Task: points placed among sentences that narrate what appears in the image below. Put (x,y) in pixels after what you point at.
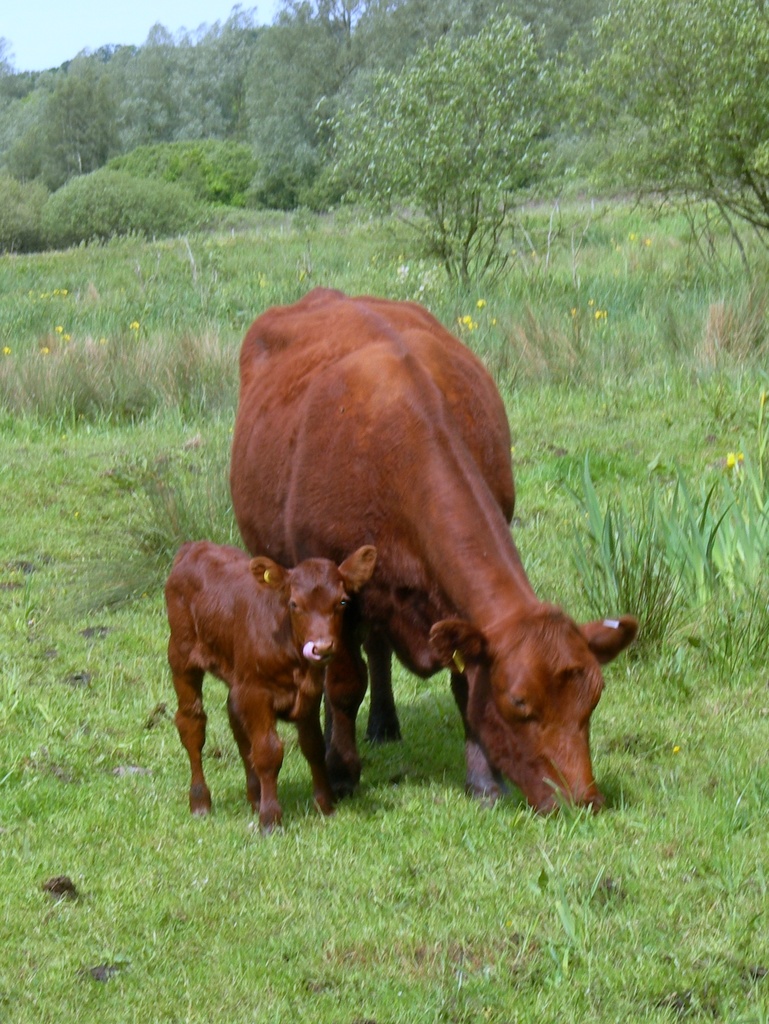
In this picture we can see brown cow (487,677) eating a grass (561,885) from the ground (509,843). Beside there is a baby cow (278,639) and behind there are many trees (431,209).
